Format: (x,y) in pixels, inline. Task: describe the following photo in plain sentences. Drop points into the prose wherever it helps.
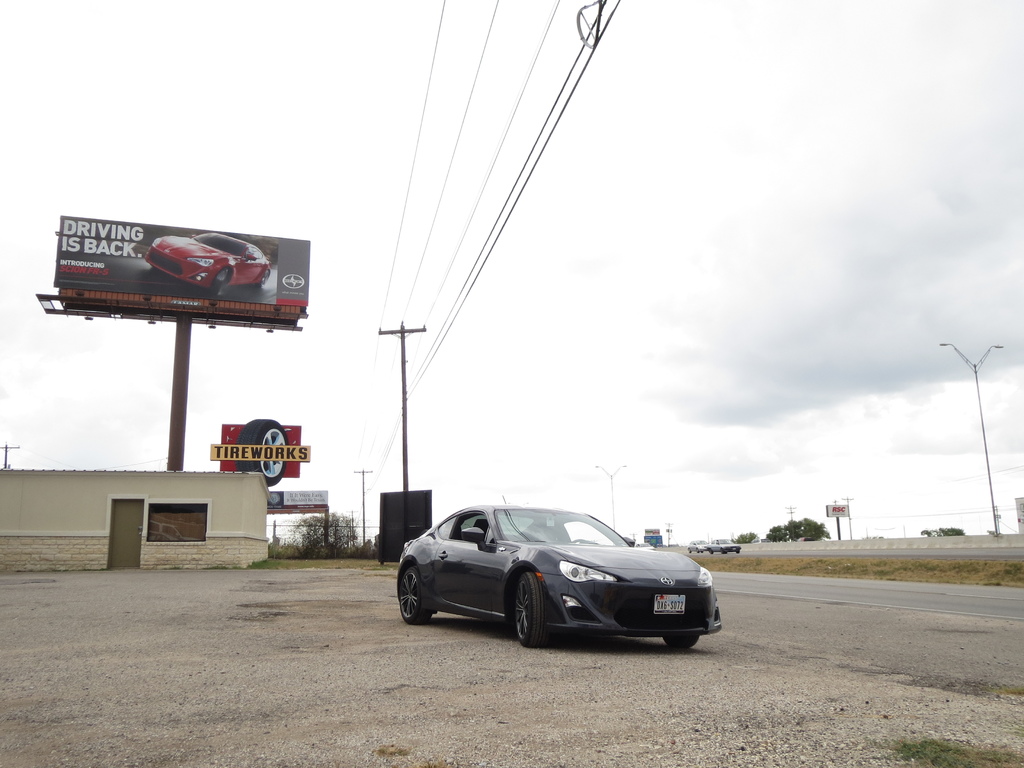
In this image in the center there is a car (549,579) which is black in colour. In the background (714,518) there are trees (796,535), poles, there are boards (181,268) with some text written on it and there is a house (125,519) and the sky (597,237) is cloudy.
